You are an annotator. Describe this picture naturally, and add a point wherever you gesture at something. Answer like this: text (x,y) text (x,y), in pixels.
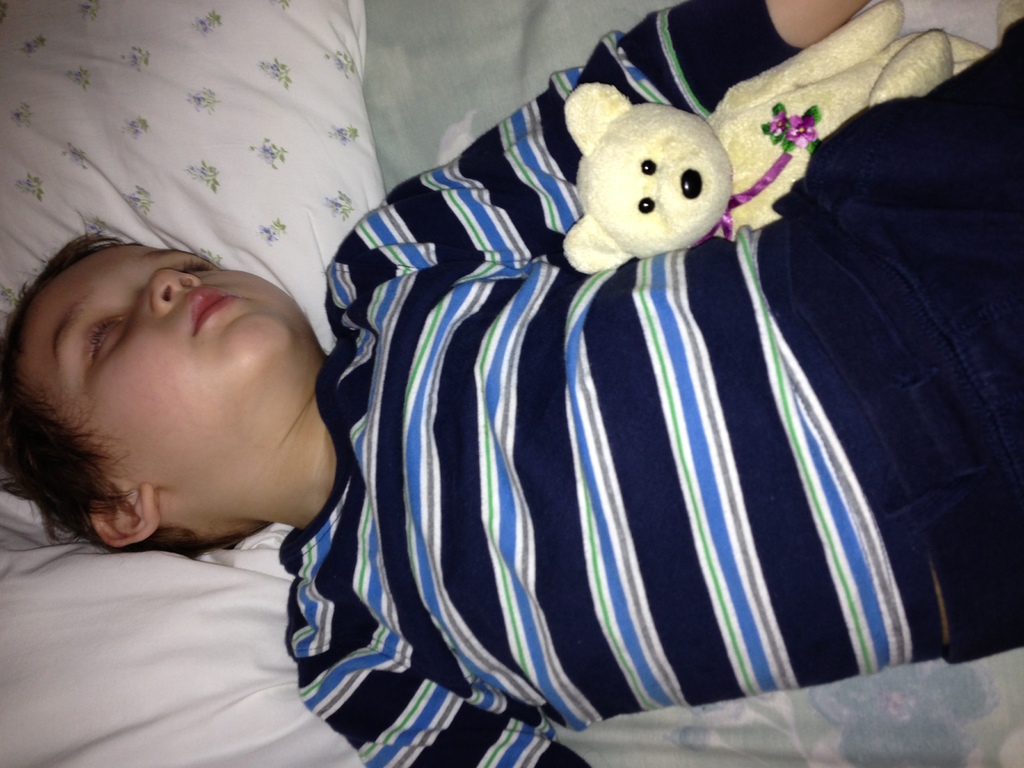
In this image we can see a boy (291,402) is sleeping. He is wearing black and blue color t-shirt (816,360) and beside him one teddy bear (753,158) is there. Under his head (272,378) white color pillow (154,160) is present.
